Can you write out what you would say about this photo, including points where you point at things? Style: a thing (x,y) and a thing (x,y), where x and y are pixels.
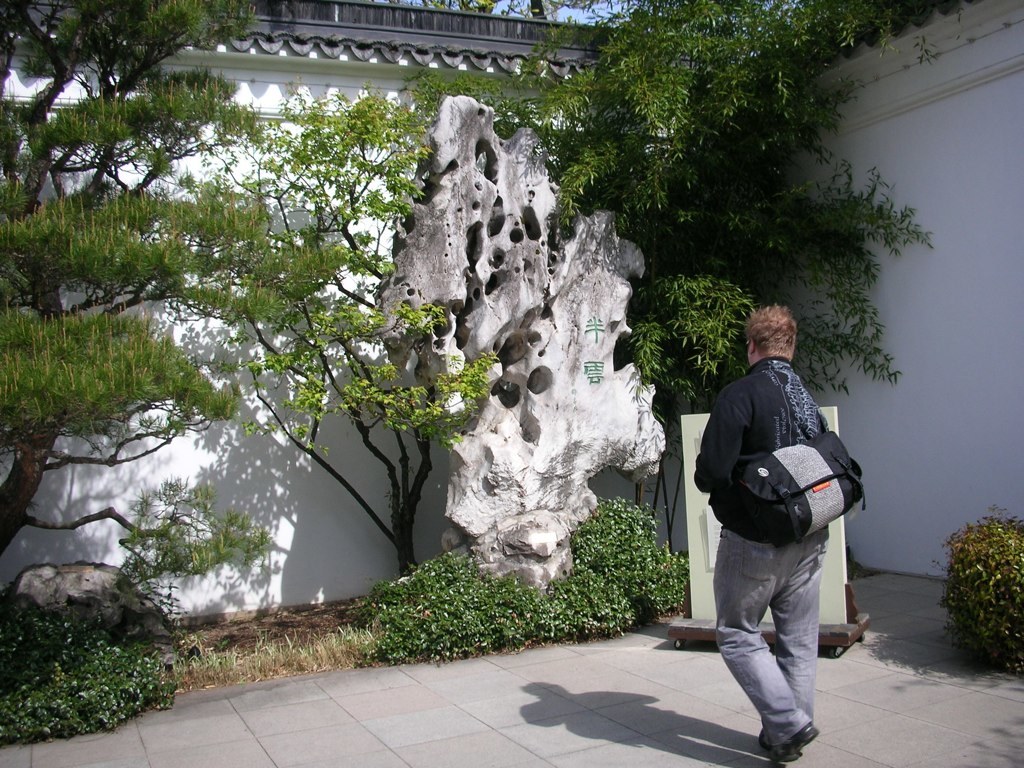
In this image we can see there is a person (768,567) holding a bag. There are trees (62,465), plants (610,149) and walls (589,37).
